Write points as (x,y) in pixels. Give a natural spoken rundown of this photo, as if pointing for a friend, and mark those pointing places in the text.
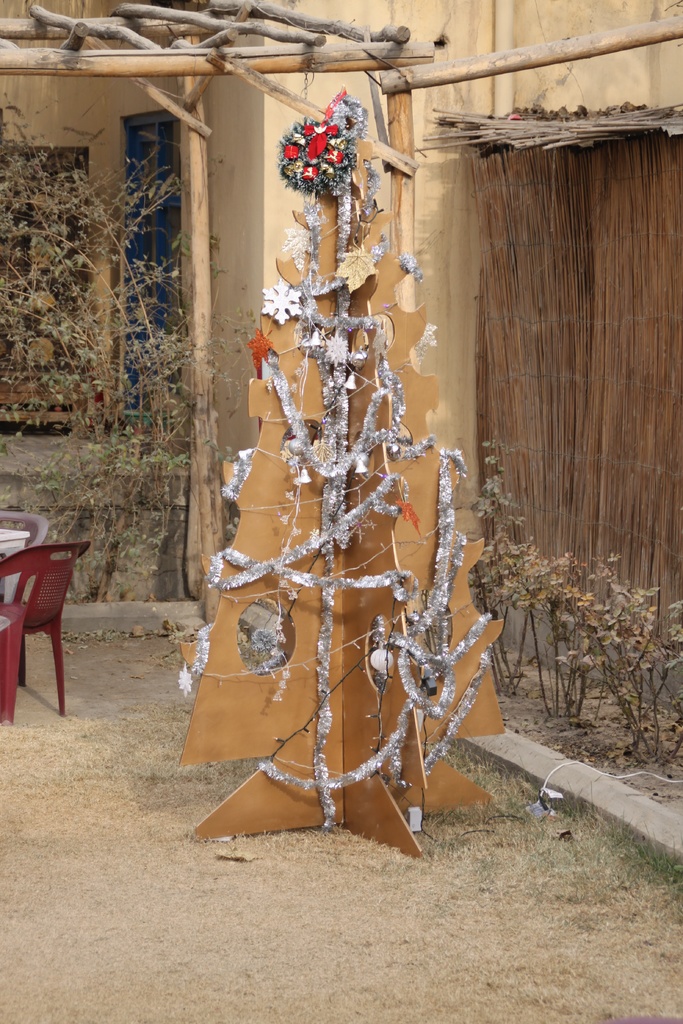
In this image there is a christmas tree (297,448) which is made up of cardboard box (359,577), beside that there are small plants (549,608), beside the plant (638,623) there is wall (478,169), in the background (452,275) there is a house (247,257), in front of the house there is a plant (74,508) and chairs (20,566).
